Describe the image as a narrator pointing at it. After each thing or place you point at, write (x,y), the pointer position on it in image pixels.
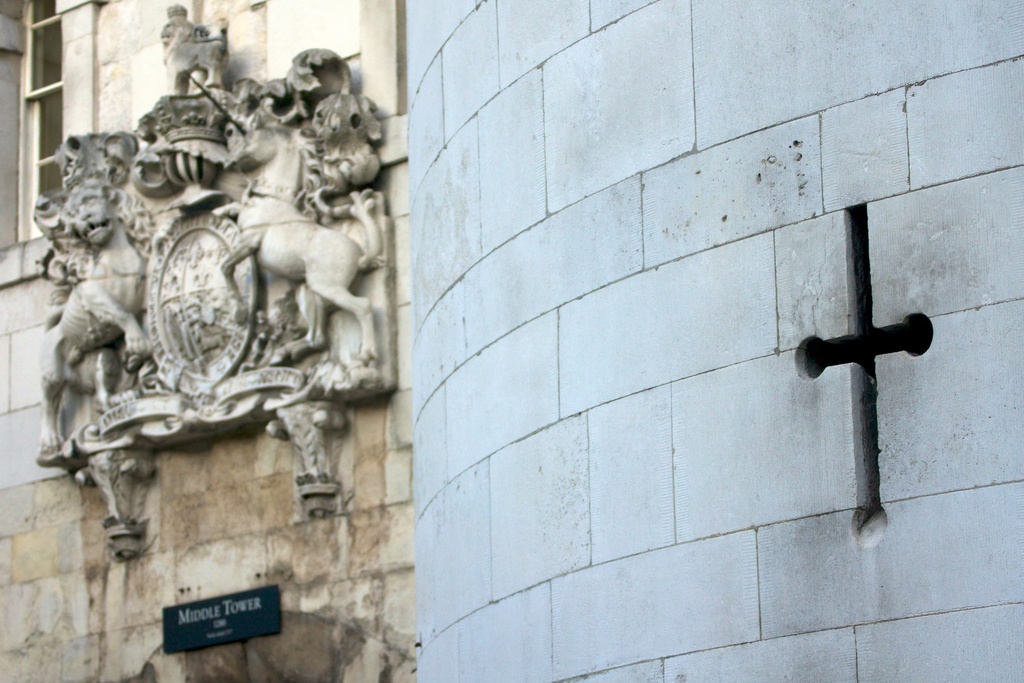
In this image there is a wall (511,192) and on the left side of the image (170,199) there are sculptures (207,177), and there is a window board (180,622). On the board (185,621) there is text (191,620), and on the right side of the image (859,342) there is cross sign (863,341).
